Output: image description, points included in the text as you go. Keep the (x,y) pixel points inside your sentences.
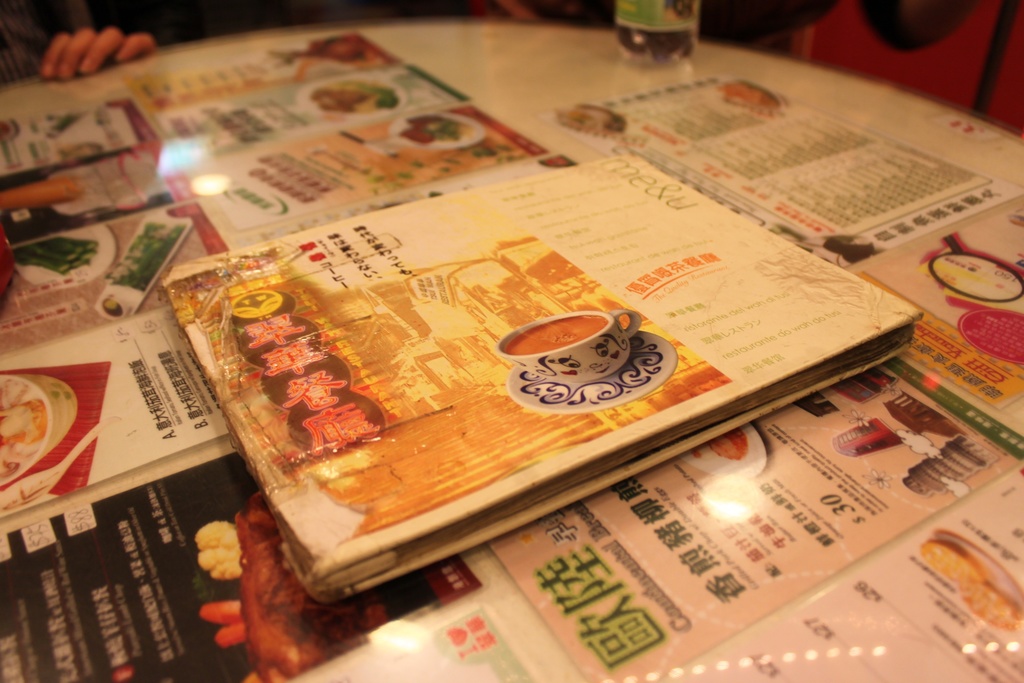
In this image we can see a book (553,338), few posters (970,263), a menu card (687,149) and a person's hand (86,43) on the table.
